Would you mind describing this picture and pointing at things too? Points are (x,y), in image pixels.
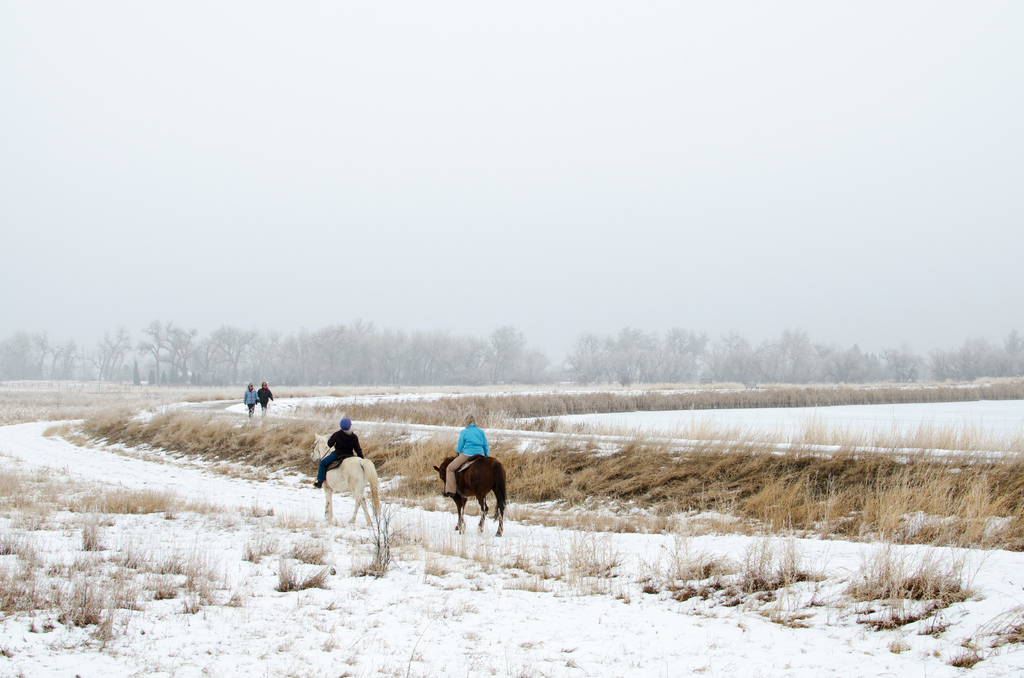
As we can see in the image there is dry grass (761,564), few people (346,444) here and there, horses (483,514) and in the background (499,380) there are trees (502,346). On the top (420,170) there is sky (354,162).
